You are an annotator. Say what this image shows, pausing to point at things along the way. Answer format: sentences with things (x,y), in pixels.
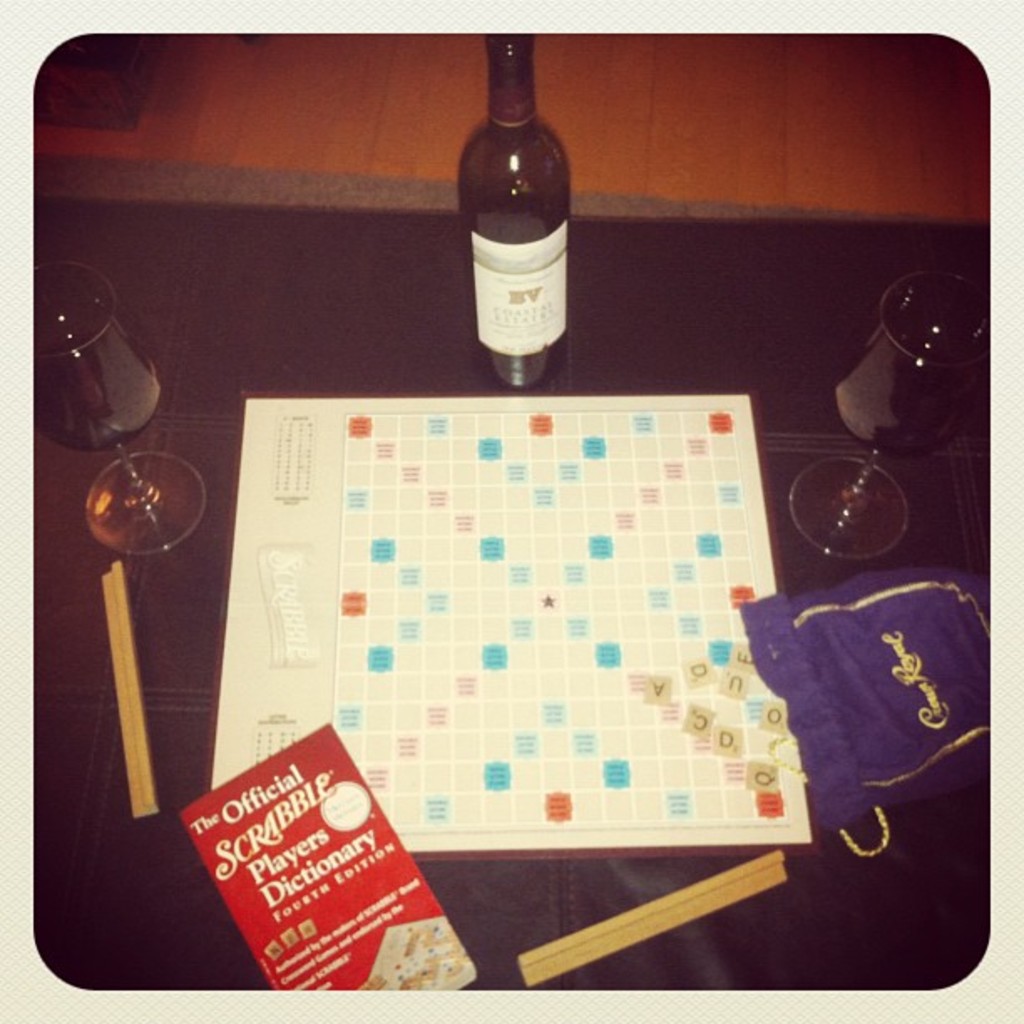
In the image we can see the bottle (499,301), wine glass (987,361), small sticks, book (393,927) and the play board (572,736).
